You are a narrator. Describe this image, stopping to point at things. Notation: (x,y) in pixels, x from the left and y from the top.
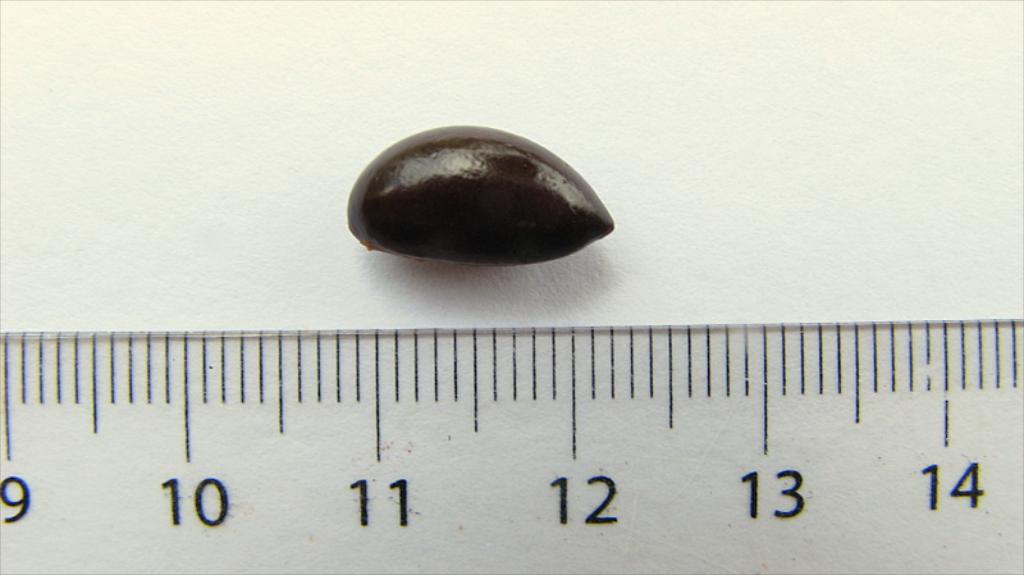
This image consists of numbers (563,482), lines (534,384) and some object (521,148) on a white paper (648,269).
